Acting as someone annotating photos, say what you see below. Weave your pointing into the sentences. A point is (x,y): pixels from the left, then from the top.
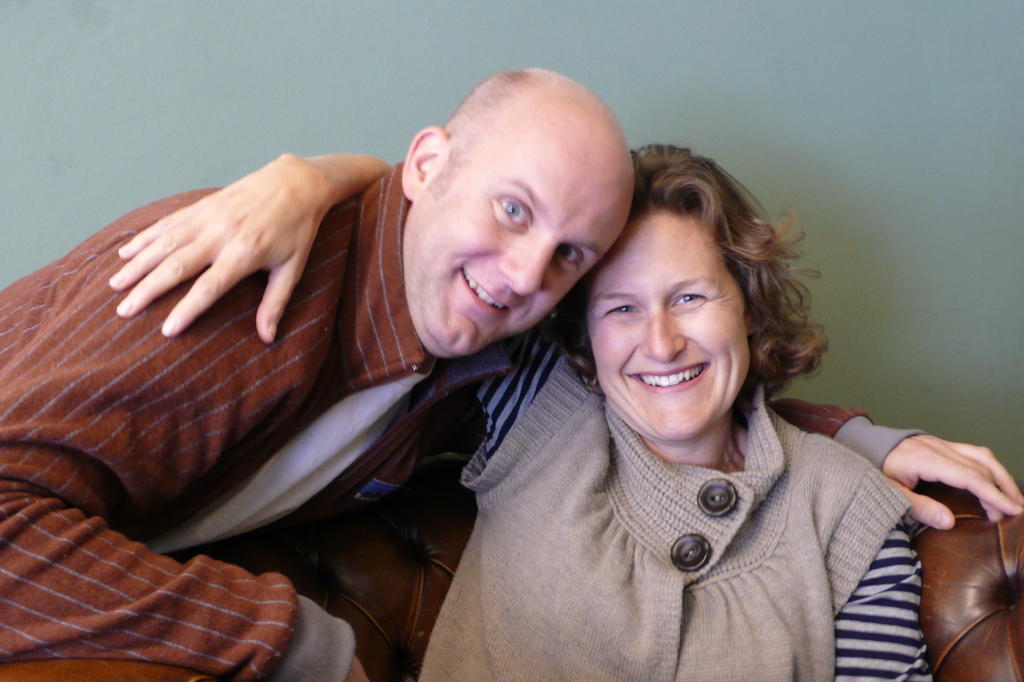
In this image there is a woman (542,475) sitting on a chair (422,491) with a smile on her face (639,401), beside the woman (275,314) there is a man (332,263) with a smile (502,310) on his face (412,273) is putting his hand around the women's shoulder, behind them there is a wall (873,96).
